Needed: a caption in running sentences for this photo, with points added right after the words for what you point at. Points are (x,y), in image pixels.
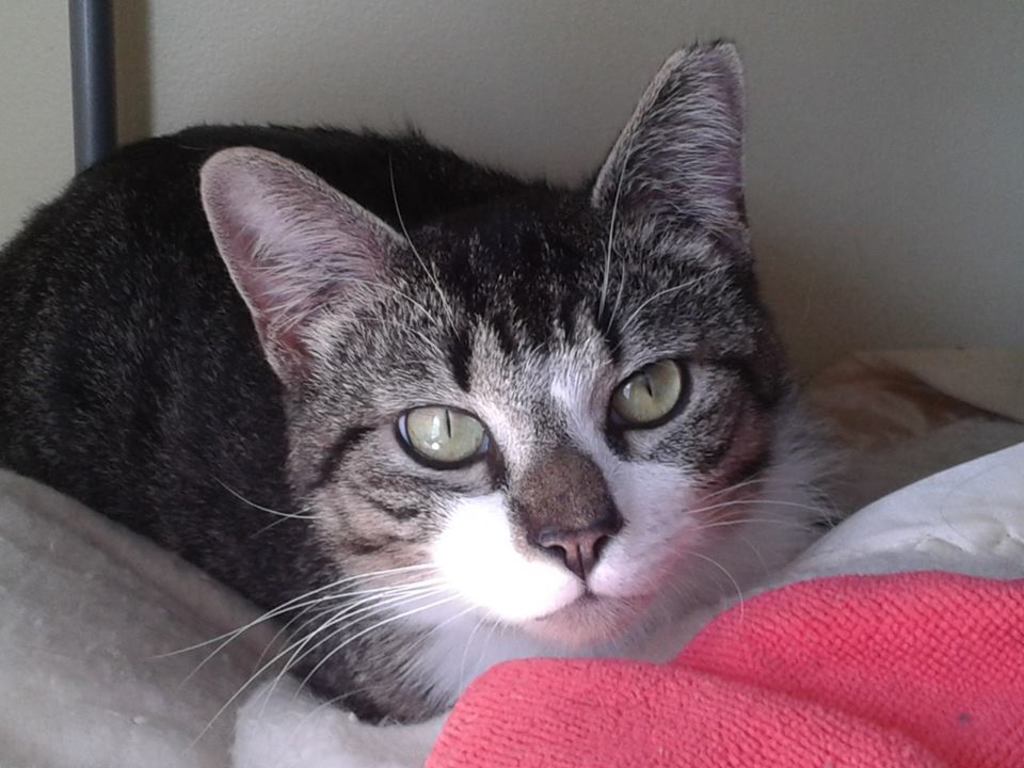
In this image, we can see a cat (456,487) is laying on the cloth (258,696). Background (425,50) we can see wall (379,53), rod (93,120). At the bottom (739,665), we can see pink cloth (798,664).
